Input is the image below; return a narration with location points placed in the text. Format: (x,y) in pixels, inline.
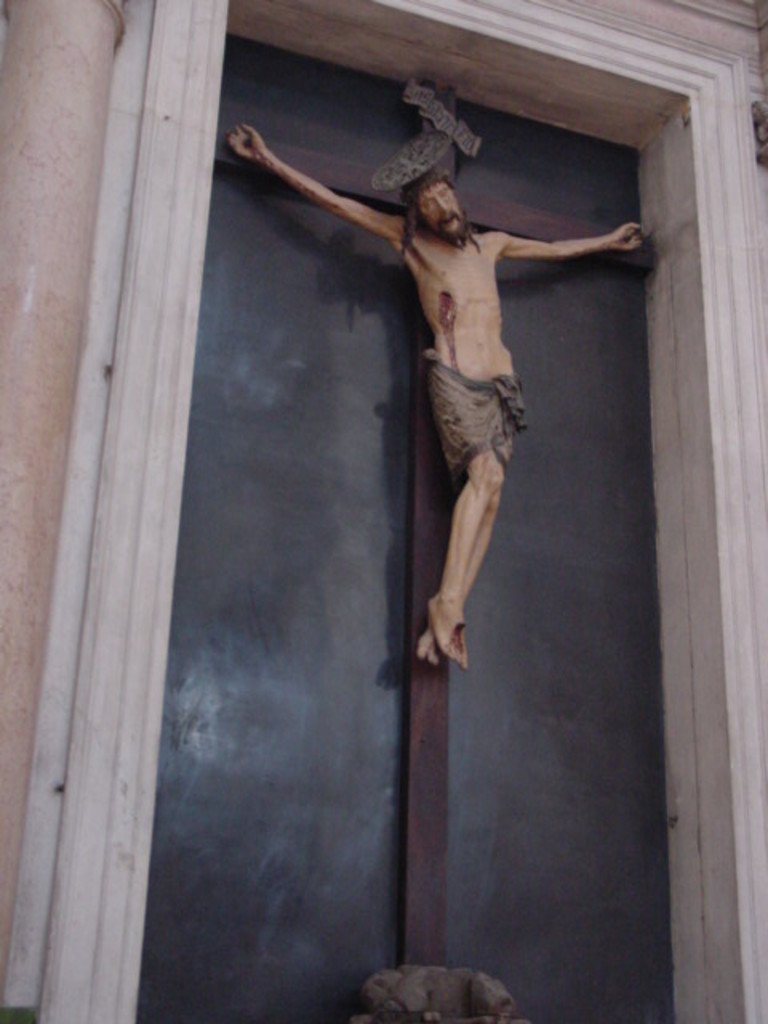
In this image I can see the cream colored pillar (82,166), the black colored wall (265,435) and a statue (450,646) of a person (474,323) which is cream and brown in color is hanged to the wooden logs (332,173).
